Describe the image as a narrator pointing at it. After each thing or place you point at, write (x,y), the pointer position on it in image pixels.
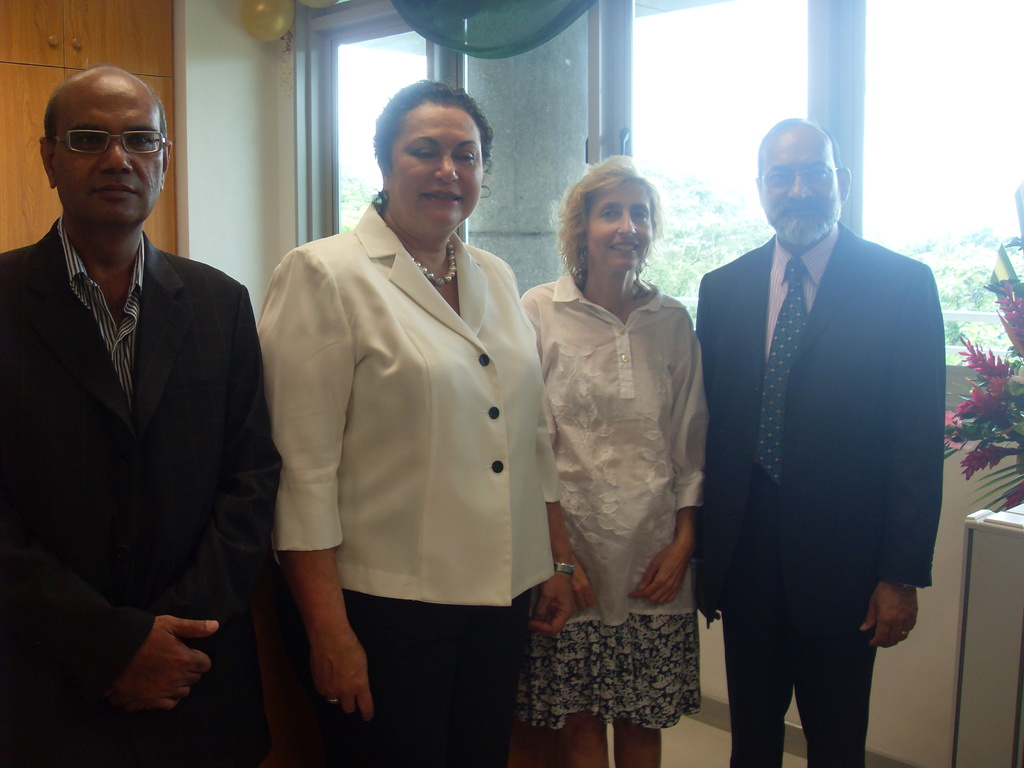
There are two women (454,375) and two men (813,358) standing. This looks like a flower bouquet (1013,430) with flowers (976,409). I think these are the windows (619,72) with glass doors (751,80). At the top of the image (257,32), that looks like a balloon (269,27). I think this is the wooden cupboard (50,60).
